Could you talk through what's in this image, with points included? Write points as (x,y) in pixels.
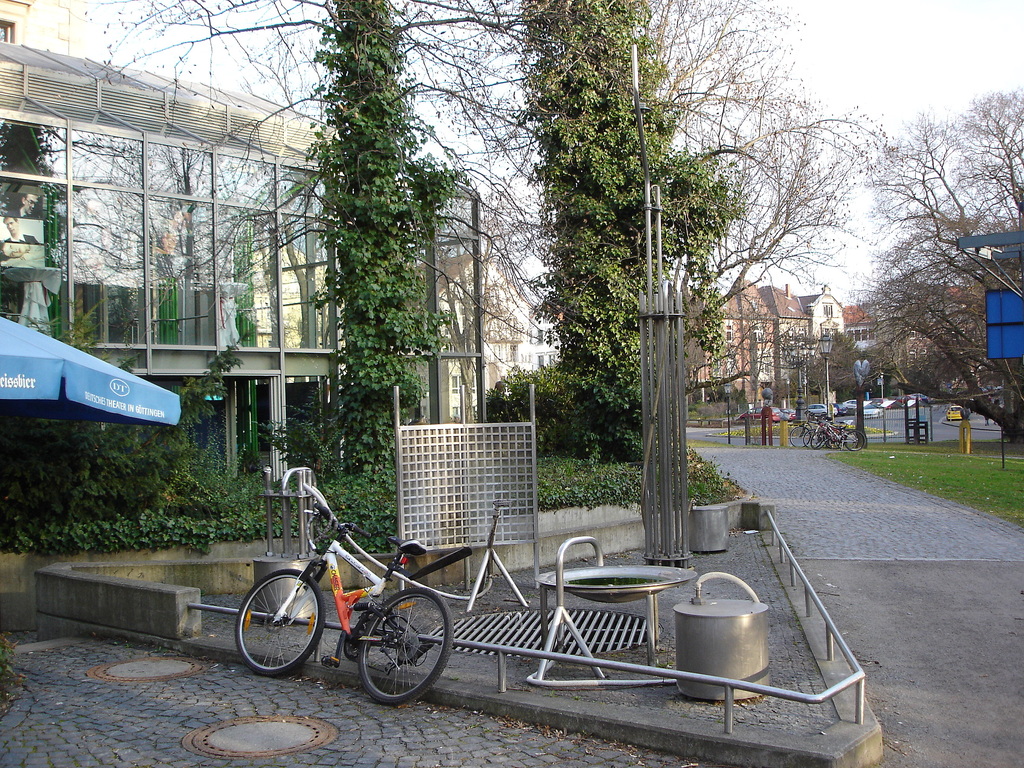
In this image there are few buildings (280,328), in front of the building (220,354) there are few trees (745,288) and plants (107,477) and there are few objects (669,584) placed on the path (771,682) and a bicycle (378,610) is parked. In the background (834,410) there are few vehicles (811,407) and bicycles (849,431) are parked, there are few poles (994,234) and boards (1013,313).
